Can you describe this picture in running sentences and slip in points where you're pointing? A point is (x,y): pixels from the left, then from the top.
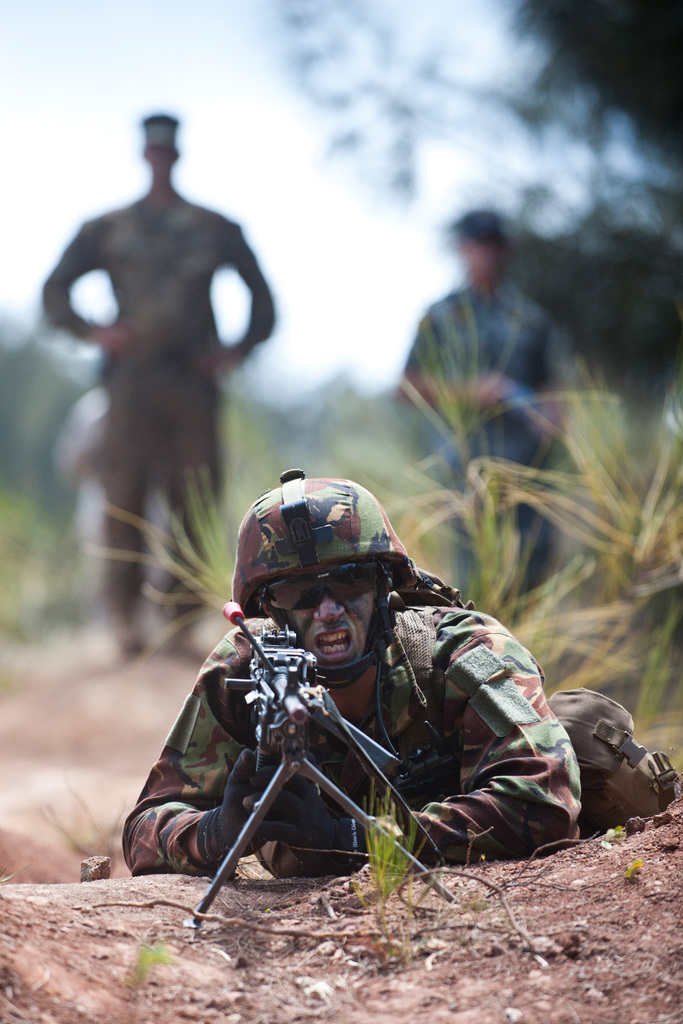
In this picture there is a army man (398,634) who is lying on the ground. He is wearing helmet (320,537), goggles (309,591), shirt (510,690), trouser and shoe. He is holding a machine gun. In the background (211,247) there are two persons (548,392) standing on the ground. On the top left (73,101) there is a sky (100,84). On the top right (576,36) there is a tree (596,222). Here we can see grass (651,638).
